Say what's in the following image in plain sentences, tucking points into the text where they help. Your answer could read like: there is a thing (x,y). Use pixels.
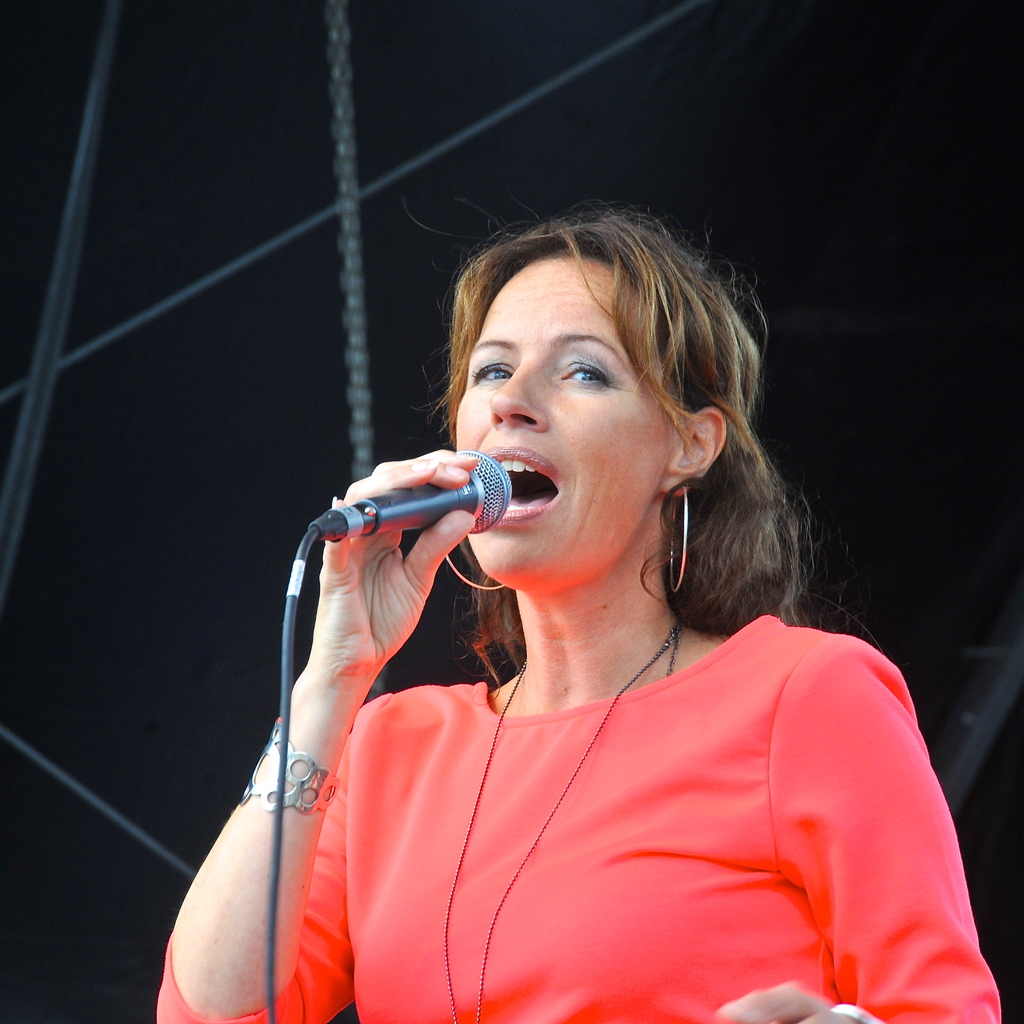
In this image i can see a woman (517,669) holding a microphone (353,514).
